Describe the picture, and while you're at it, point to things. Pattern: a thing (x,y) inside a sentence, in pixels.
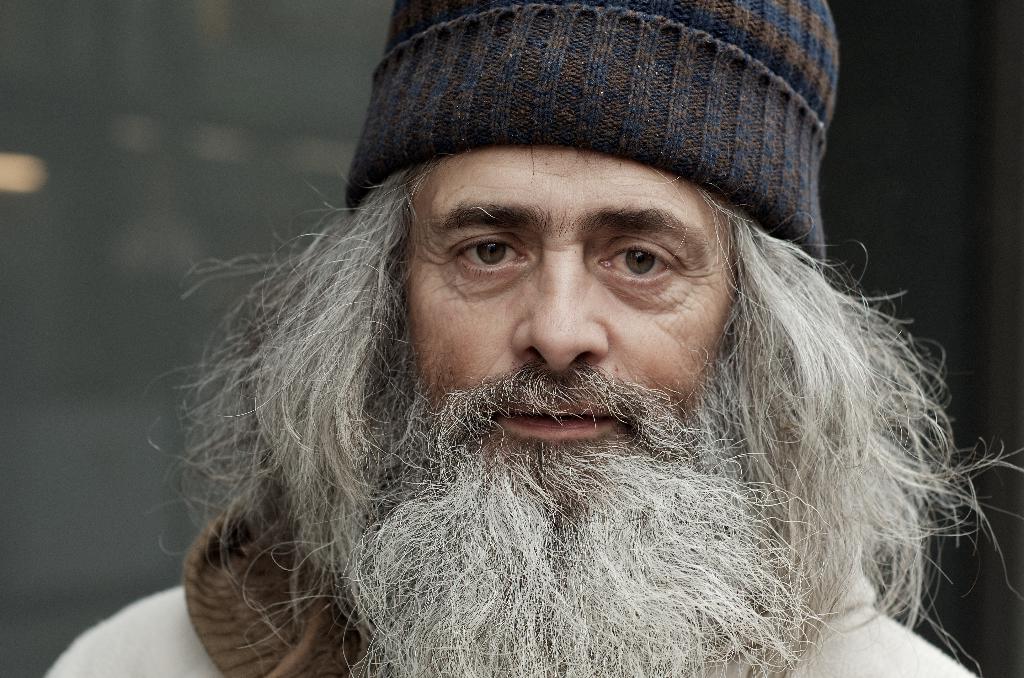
In this picture we can see a man (553,340), he wore a cap (671,65) and we can see blurry background (160,271).
